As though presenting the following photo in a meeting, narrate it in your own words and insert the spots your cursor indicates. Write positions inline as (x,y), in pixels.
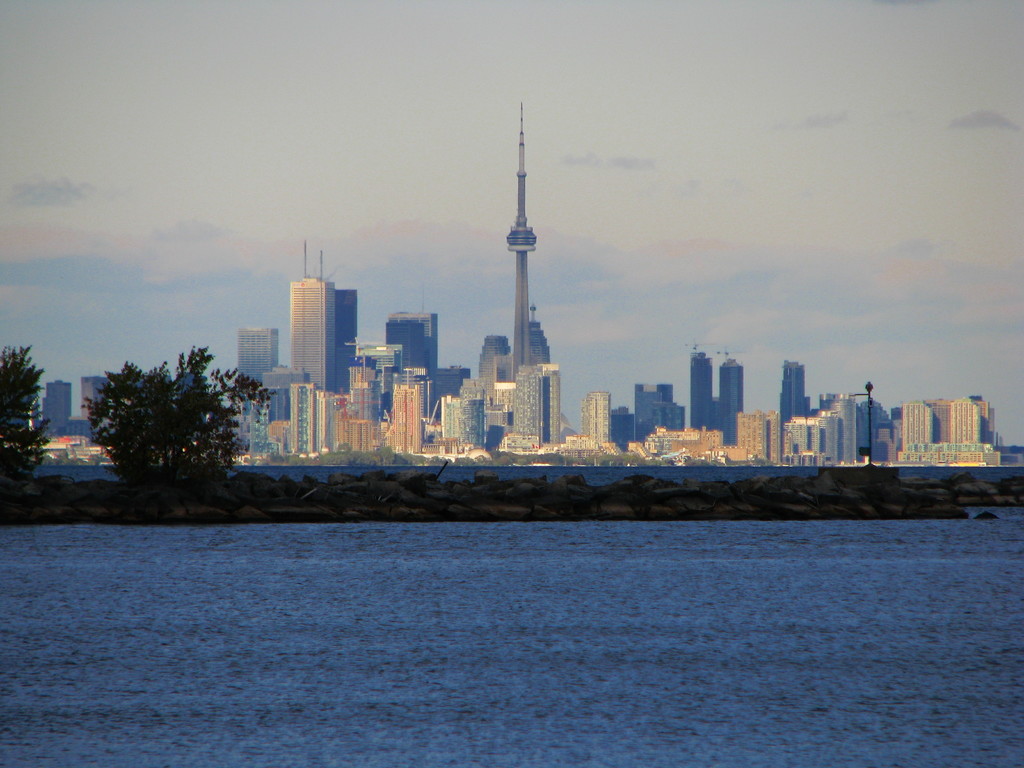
In this image at the bottom (591,631) there is a river (853,569), and in the center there are some trees (113,455) and rocks (917,478). And in the background (900,408) there are buildings (941,409) and skyscrapers (356,405). At the top (270,208) there is sky (581,208).
